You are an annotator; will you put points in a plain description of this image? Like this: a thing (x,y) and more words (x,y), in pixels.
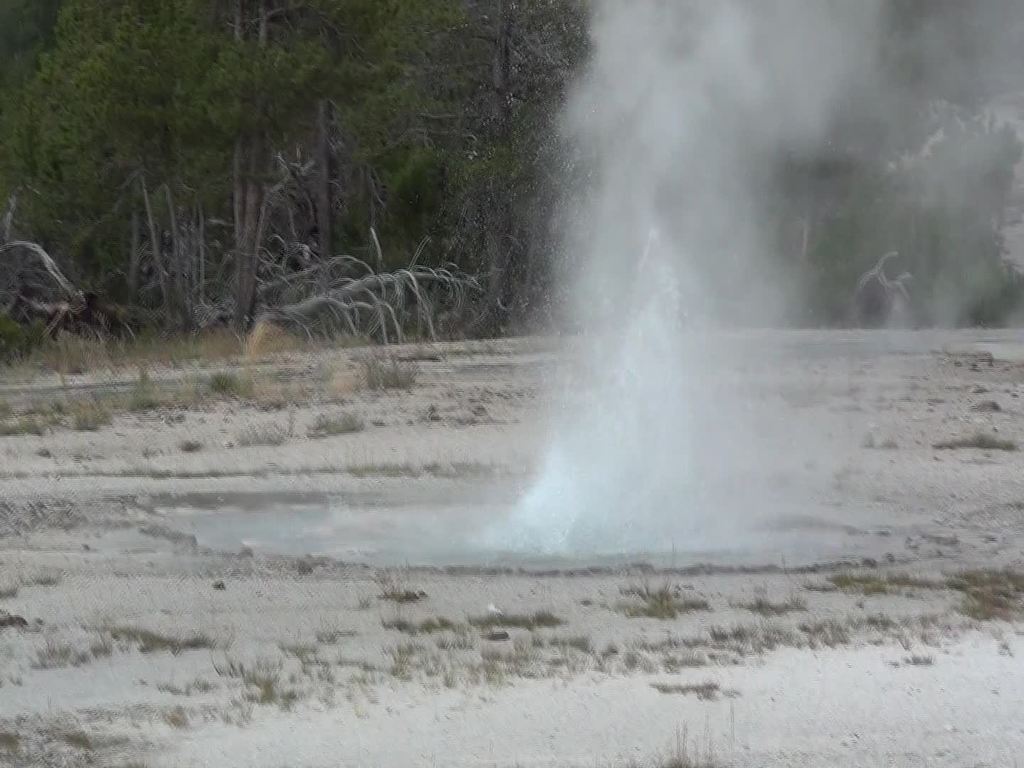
This picture is clicked outside. In the foreground (162,642) we can see the ground (460,629), some portion of grass (224,389) and we can see a water body (451,513). In the background (424,78) we can see the trees (350,229), grass (101,355) and dry stems (444,265) and we can see the smoke (693,125) and some portion of water (662,382) in the air (664,365).
